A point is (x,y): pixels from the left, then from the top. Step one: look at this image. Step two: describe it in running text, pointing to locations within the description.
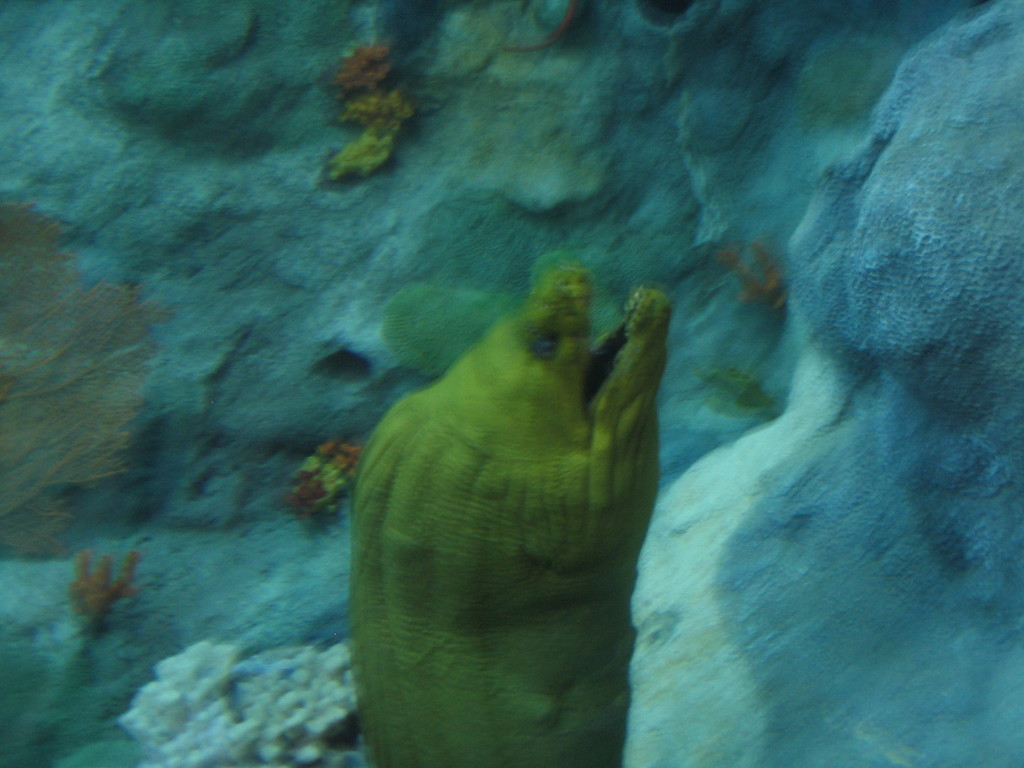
In the foreground of this picture (508,601), there is a fish (522,523) under the water (232,240) and in the background (386,141), there are plants (376,112) and the rock (757,151).
